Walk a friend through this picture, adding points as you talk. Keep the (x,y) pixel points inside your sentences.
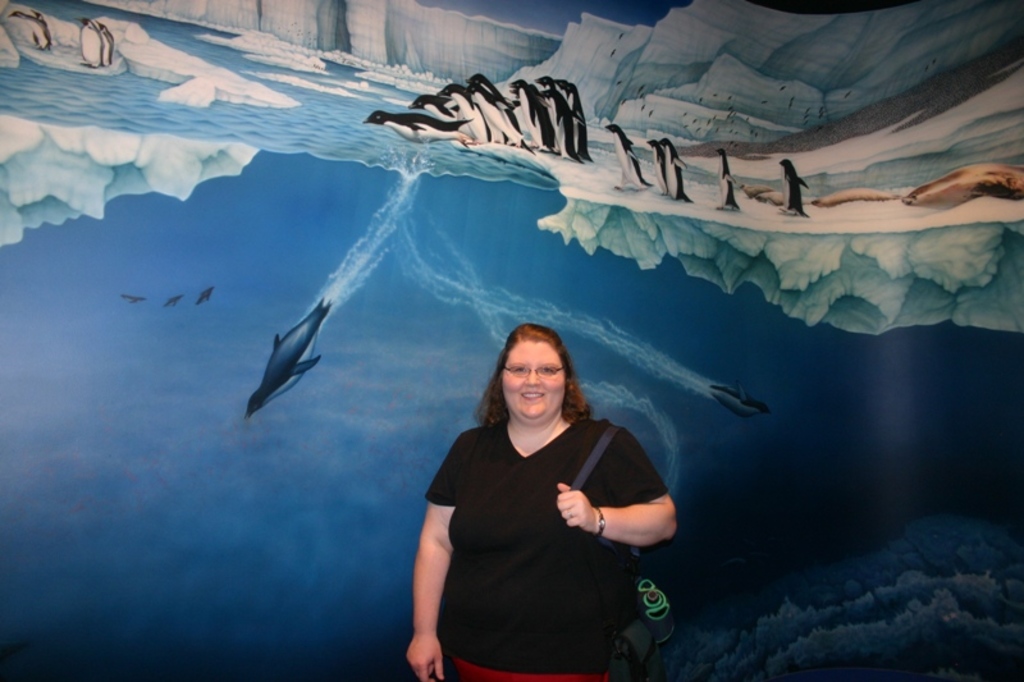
In this image in the center (517,407) there is one woman (529,471) standing, and she is wearing a bag (637,617) and smiling. And in the background (586,248) there is a painting (233,231) on the wall (638,248).
